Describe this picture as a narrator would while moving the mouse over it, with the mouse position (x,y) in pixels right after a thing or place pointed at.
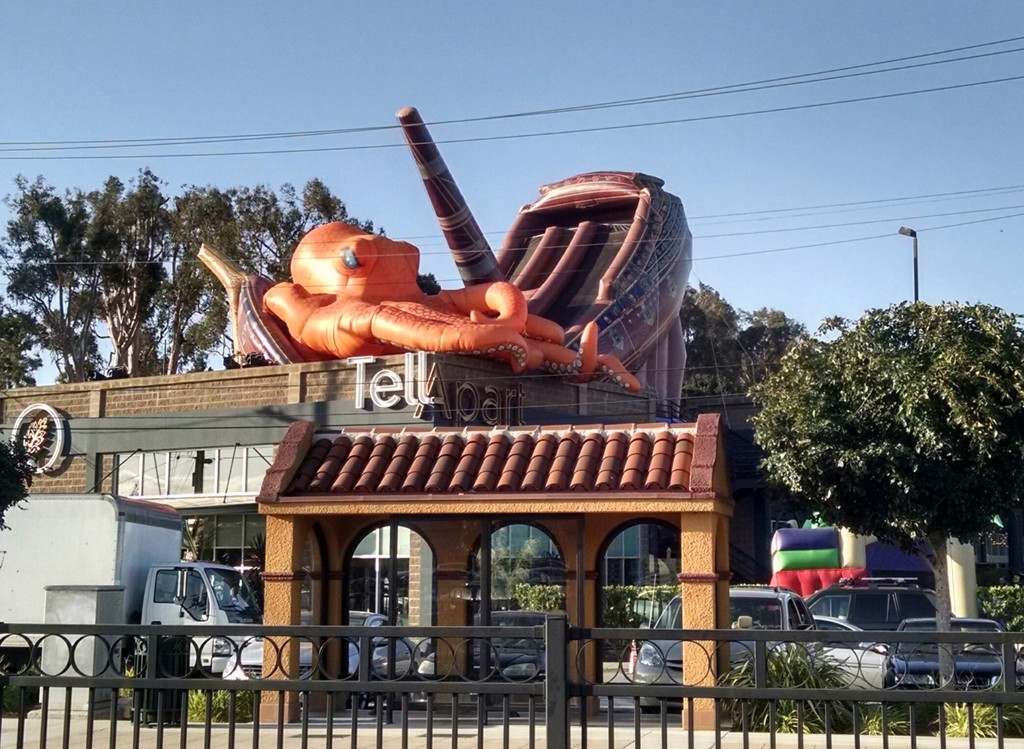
In this image, we can see trees (920,387), buildings (431,413), railings (893,637), plants (644,608), a light pole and there are wires (290,136). At the top (482,97), there is sky (493,108) and at the bottom (140,742), there is a road (109,746).
